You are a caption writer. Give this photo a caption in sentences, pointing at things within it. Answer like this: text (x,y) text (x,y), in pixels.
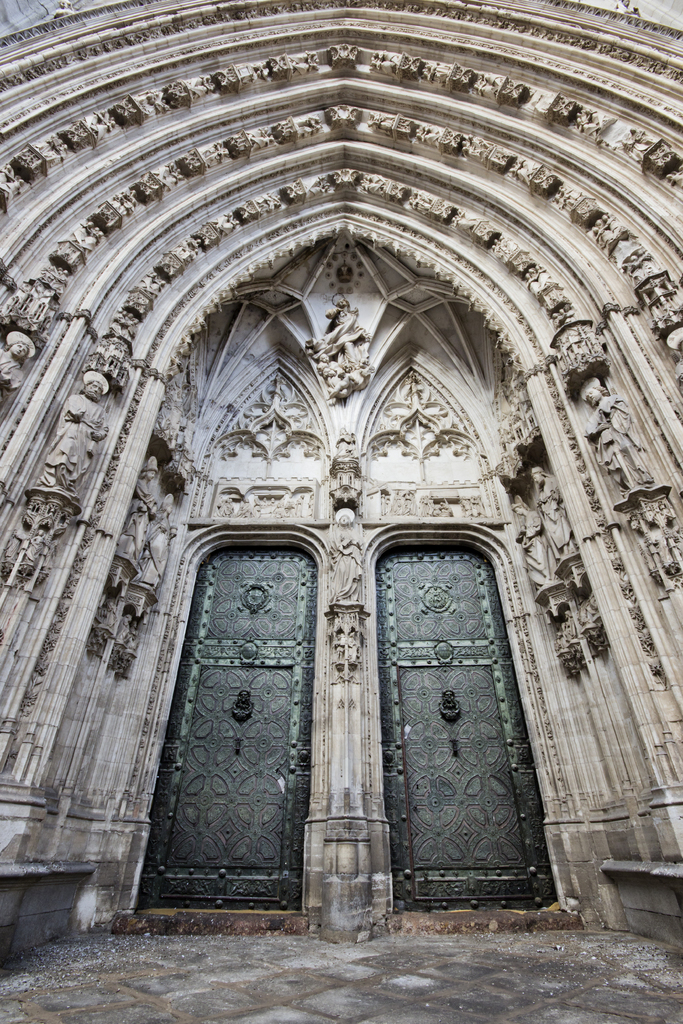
This is an ancient building (252,205) and doors (247,603). There are statues (87,376) and designs (31,306) on the wall (320,430). At the bottom (597,996) we can see ground (294,975).
